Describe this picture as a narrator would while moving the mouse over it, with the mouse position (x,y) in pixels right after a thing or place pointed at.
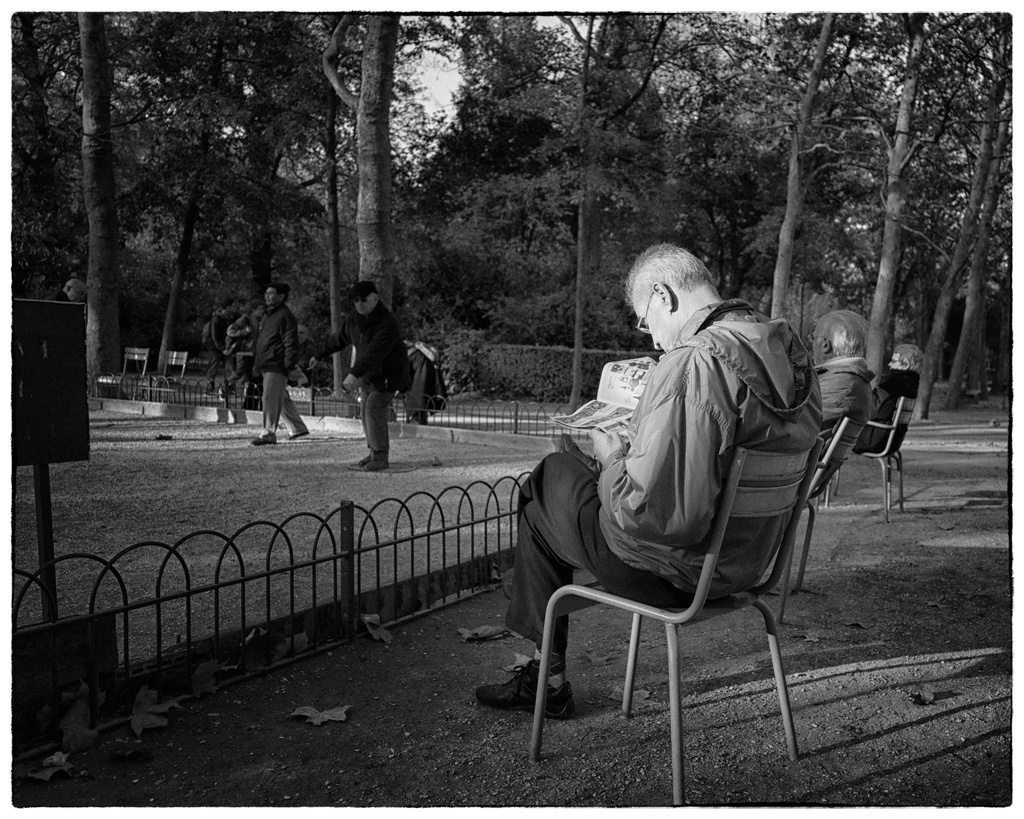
In this image i can see few people (637,557) sitting on chairs (725,518) and holding the newspaper (610,417) in their hand (600,446). In the background (362,290) i can see few people (230,353) standing and walking, few benches (173,374), trees (145,236) and a sky (451,63).
